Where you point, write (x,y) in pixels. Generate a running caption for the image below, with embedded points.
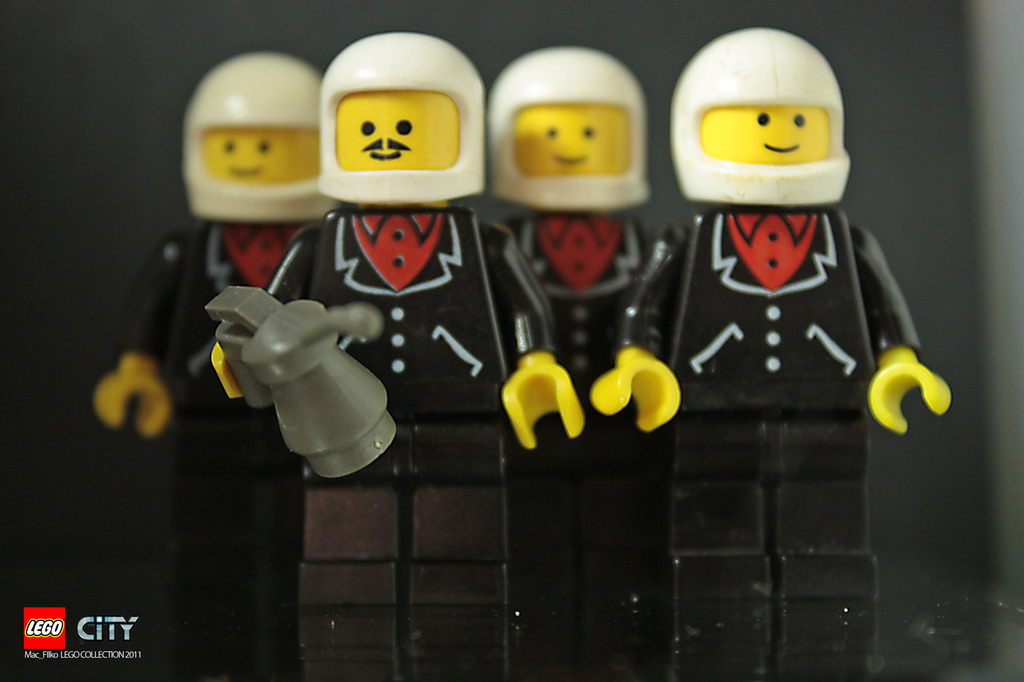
In the middle of the image (399,272) there are a few toys (314,376) on the surface (605,633). In this image the background (33,155) is a little blurred. At the left bottom of the image (74,631) there is a watermark (59,631) on this image.
